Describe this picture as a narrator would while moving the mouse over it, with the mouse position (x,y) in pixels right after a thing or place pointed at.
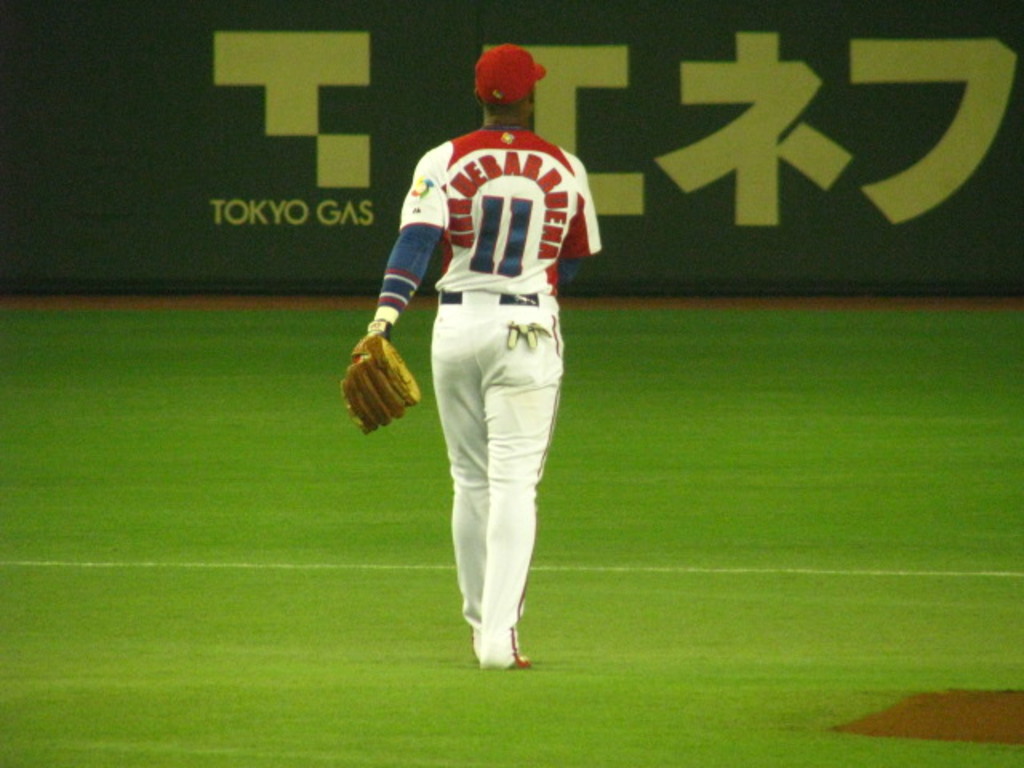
In the center of the picture (544,305) we can see a person (462,371) wearing a glove (363,387) and walking in the ground (438,587). In this picture we can see grass (144,348). In the background (164,195) there is a board (246,165).
